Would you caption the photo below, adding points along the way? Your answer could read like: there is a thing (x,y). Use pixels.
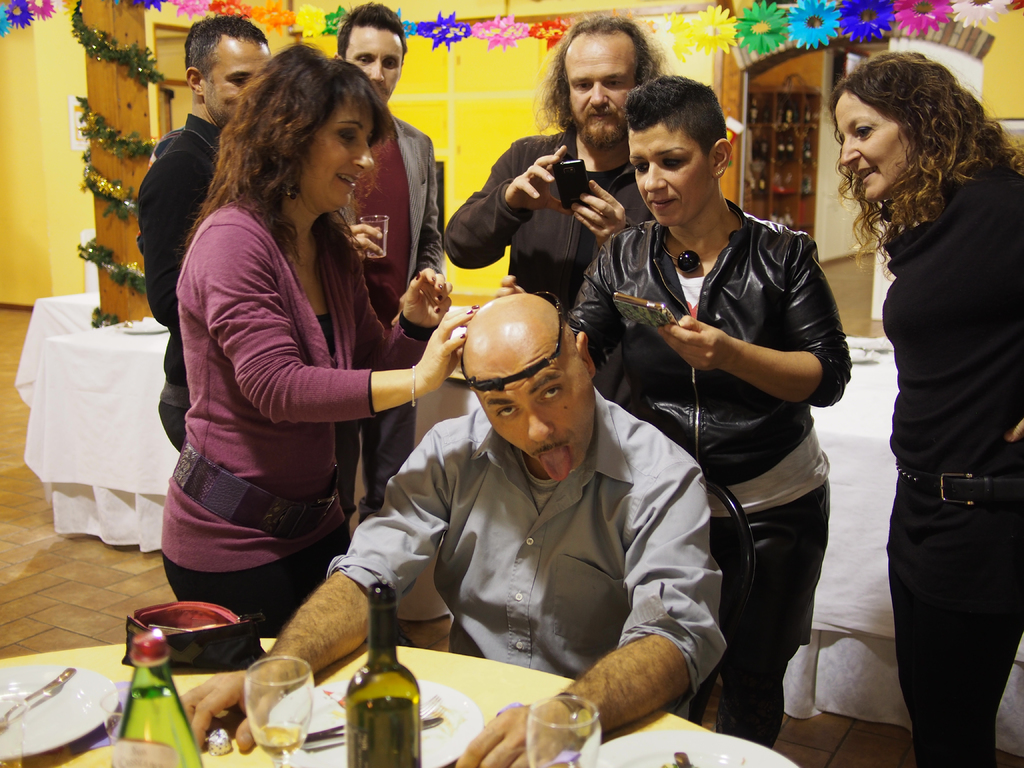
In this picture I can see there are a group of people (559,227) standing and one of them is holding a smart phone (654,312) in their hand (700,332) and there is a woman (314,336) standing here at left (263,358) and she is touching his head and the person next to her is holding a phone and there are two men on to left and there is a woman (995,444) at right side (961,275) wearing a black dress (919,292). There is a man (196,715) sitting on the chair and there is a table (409,655) in front of him, there are wine glasses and bottles (385,727) placed on the table (54,765). There is a plate (65,727).
